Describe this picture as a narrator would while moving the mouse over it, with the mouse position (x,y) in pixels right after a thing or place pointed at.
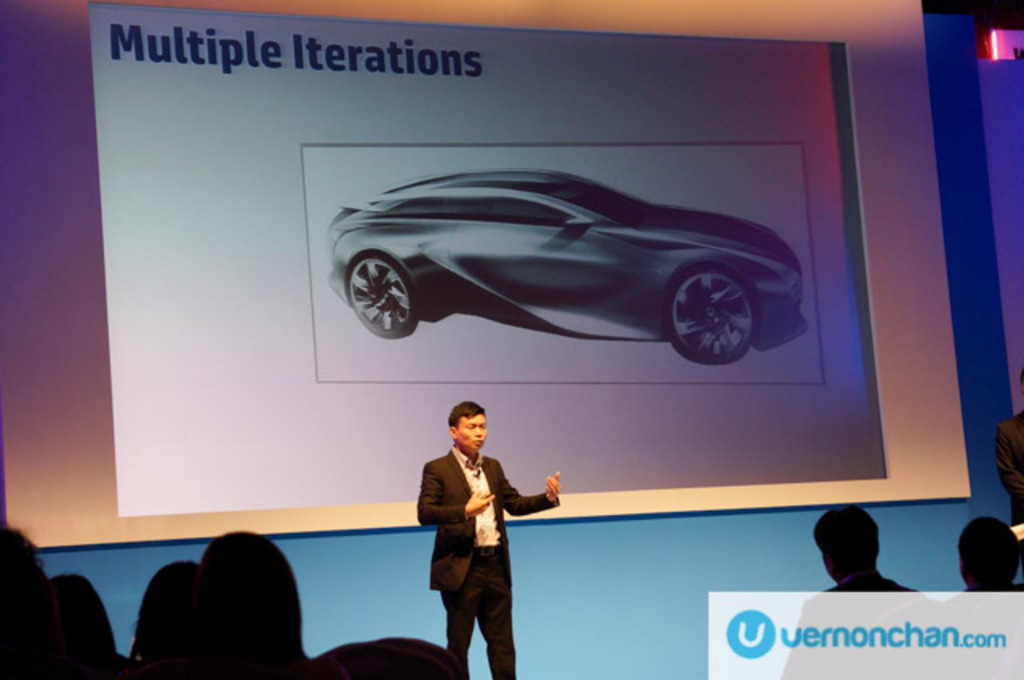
In this image there is one persons (489,487) standing in middle of this image (468,440) and there are some persons (406,653) are sitting as we can see at bottom of this image (61,624) and there is a screen (465,358) at top of this image (449,96) and there is a picture (655,269) of a car (585,226) on the screen (479,281) and there is a wall (1013,172) in the background (971,148).
